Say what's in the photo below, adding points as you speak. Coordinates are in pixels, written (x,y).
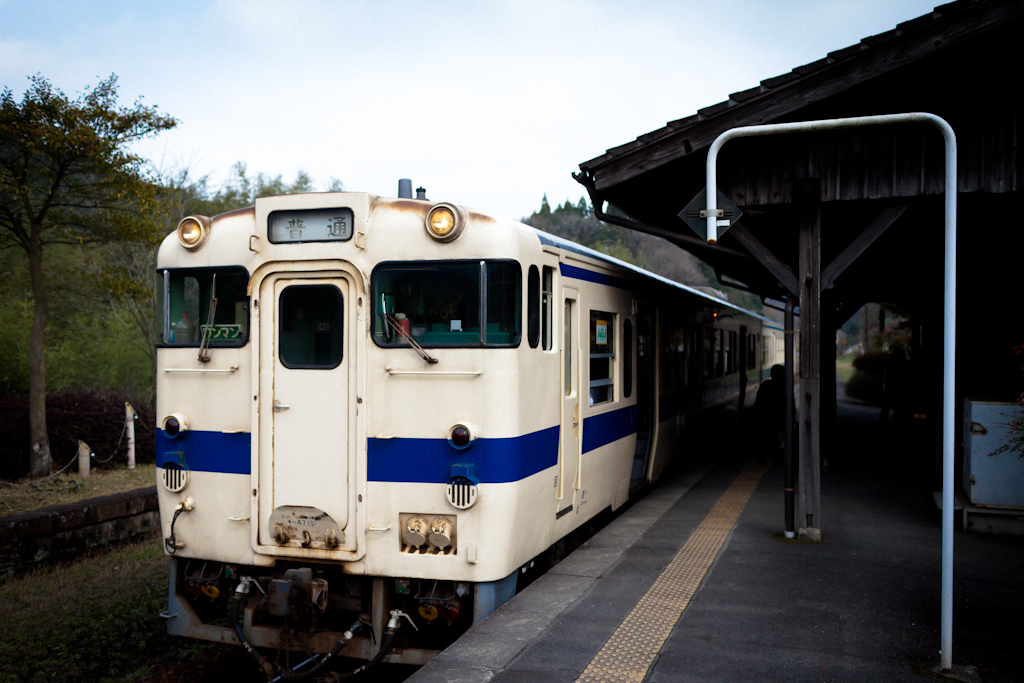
This picture shows a train (666,402) on the railway track (221,666) and we see a platform (621,674) with a roof (620,174) and we see a pole (712,187) with a sign board (719,201) to it and we see trees (141,135) on the other side and a blue cloudy sky (588,62).
